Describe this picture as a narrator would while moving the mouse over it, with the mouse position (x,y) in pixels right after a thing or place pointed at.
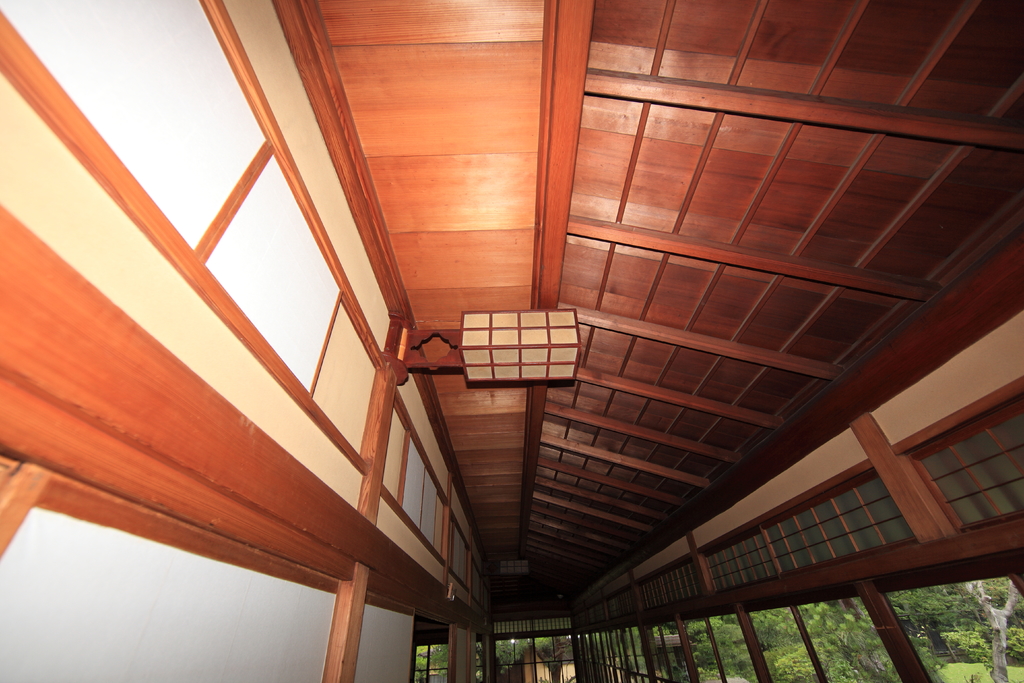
In this picture we can see the wall (222,360), roof (477,74), wooden poles (412,671), trees (994,617) and some objects (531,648).
